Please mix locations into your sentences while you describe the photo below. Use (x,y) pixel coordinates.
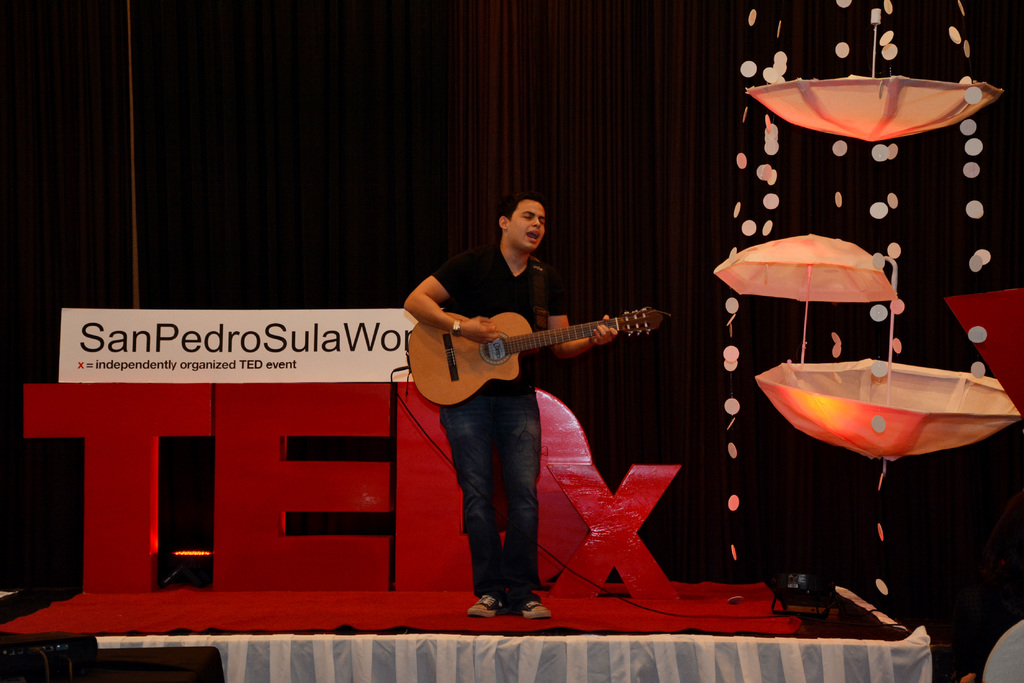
As we can see in the image there are an umbrellas (843,295), lights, red color carpet (467,625), curtains (630,5) and a man (531,314) holding guitar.
